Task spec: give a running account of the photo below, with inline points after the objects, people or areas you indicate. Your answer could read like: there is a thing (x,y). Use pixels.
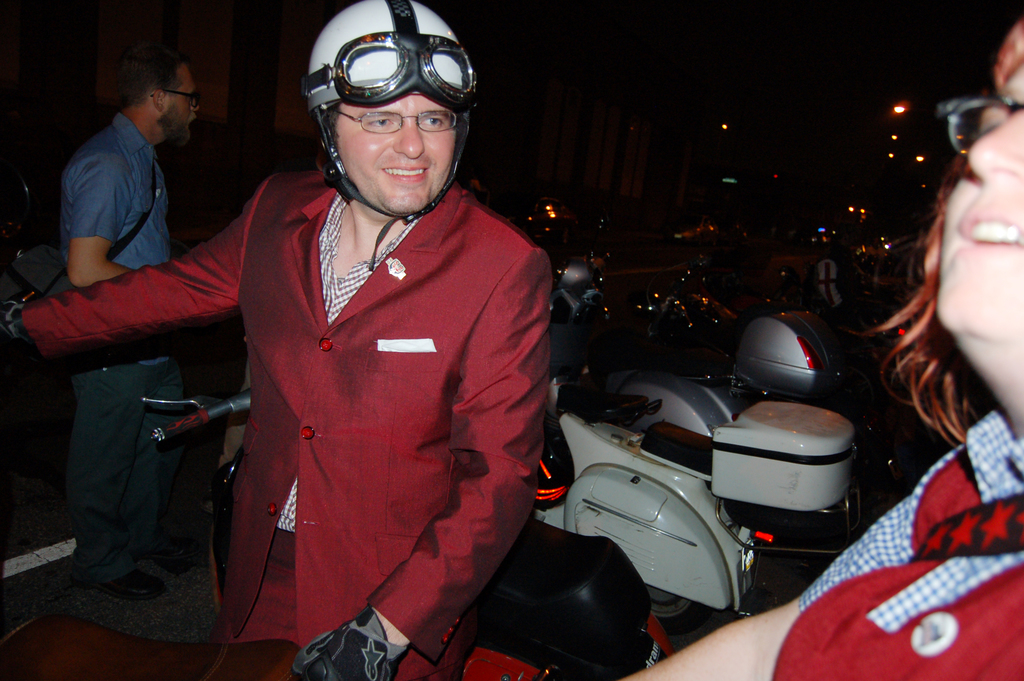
In this image I can see two persons (321,250) wearing red color clothes (989,642) and they are smiling and in the middle (383,414) person (355,137) wearing a helmet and in the middle (633,389) I can see vehicles (591,558), on the left side (139,175) I can see a person (109,276) standing on the floor (96,590) and background (659,116) is very dark.
